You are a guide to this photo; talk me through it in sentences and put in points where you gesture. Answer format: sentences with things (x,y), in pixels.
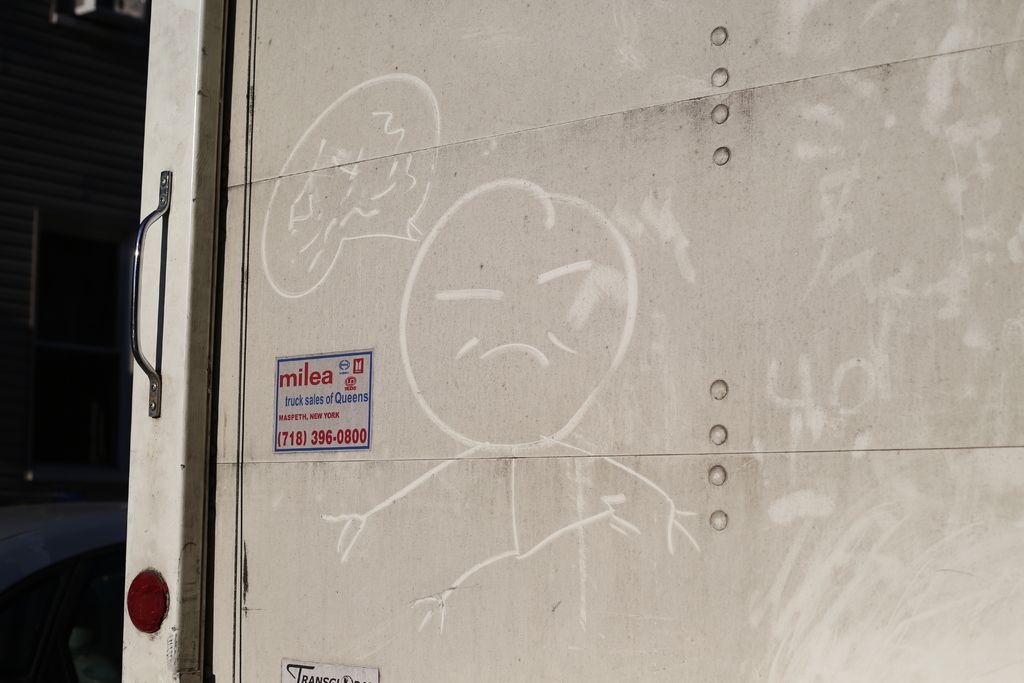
In this picture we can see posters (343,362) and drawings (398,100) on the wall (447,284), door handle (134,295) and in the background (136,206) we can see some objects (69,375).
